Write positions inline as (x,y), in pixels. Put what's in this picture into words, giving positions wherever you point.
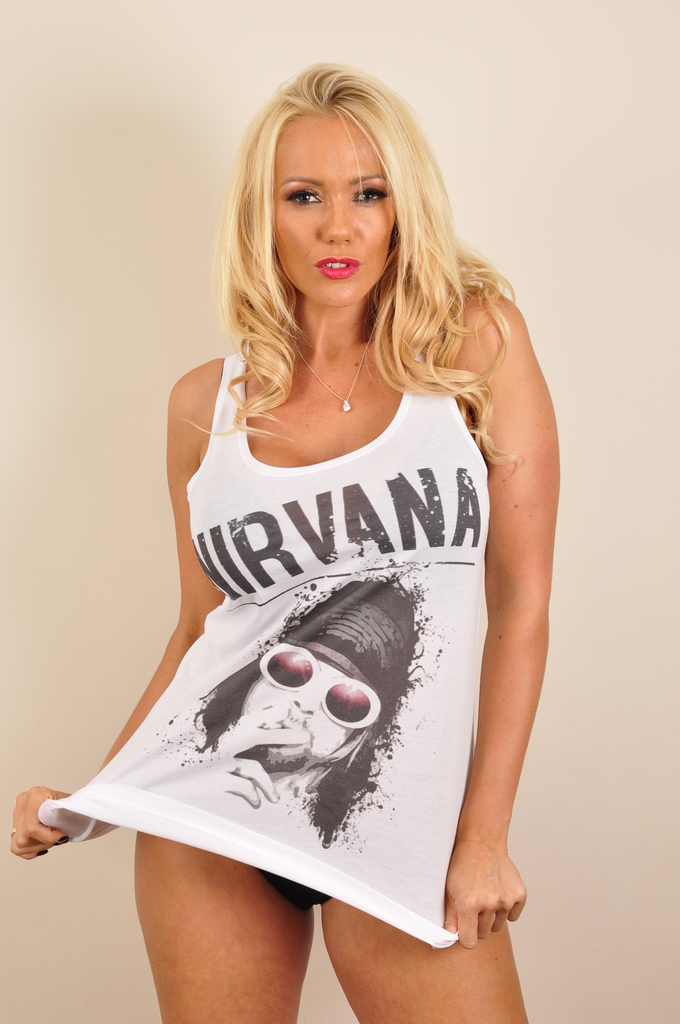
In the middle of the image (347,432) we can see a woman (356,469).
